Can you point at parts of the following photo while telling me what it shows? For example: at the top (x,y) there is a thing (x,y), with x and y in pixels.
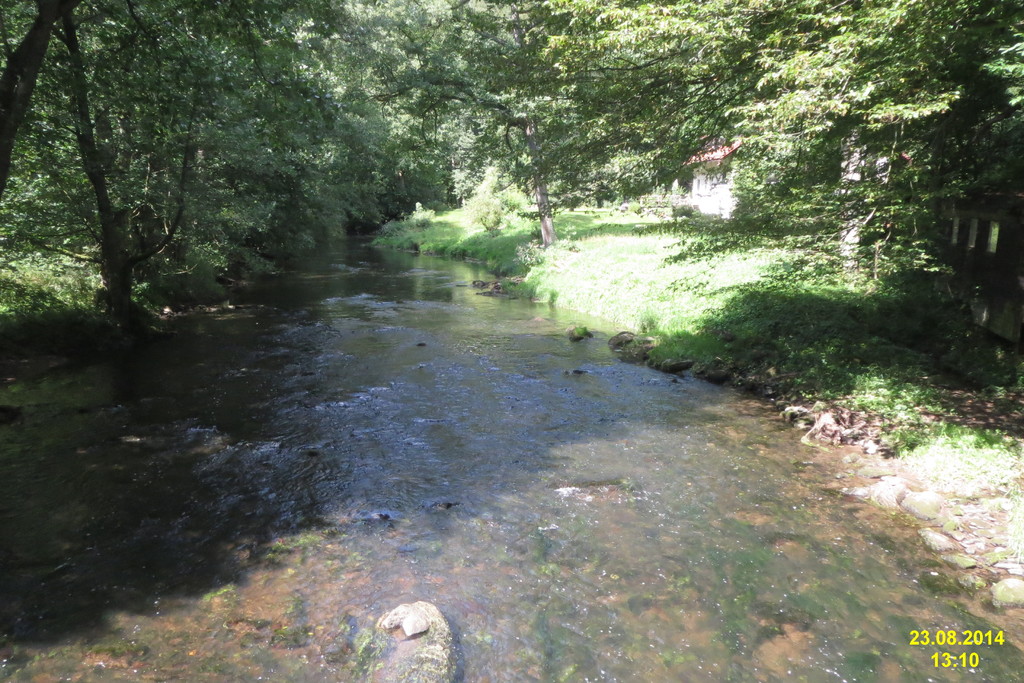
In the image there is some water (379,567) flowing on a surface (353,312), around that water surface (482,426) there is a lot of grass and trees (715,130).
